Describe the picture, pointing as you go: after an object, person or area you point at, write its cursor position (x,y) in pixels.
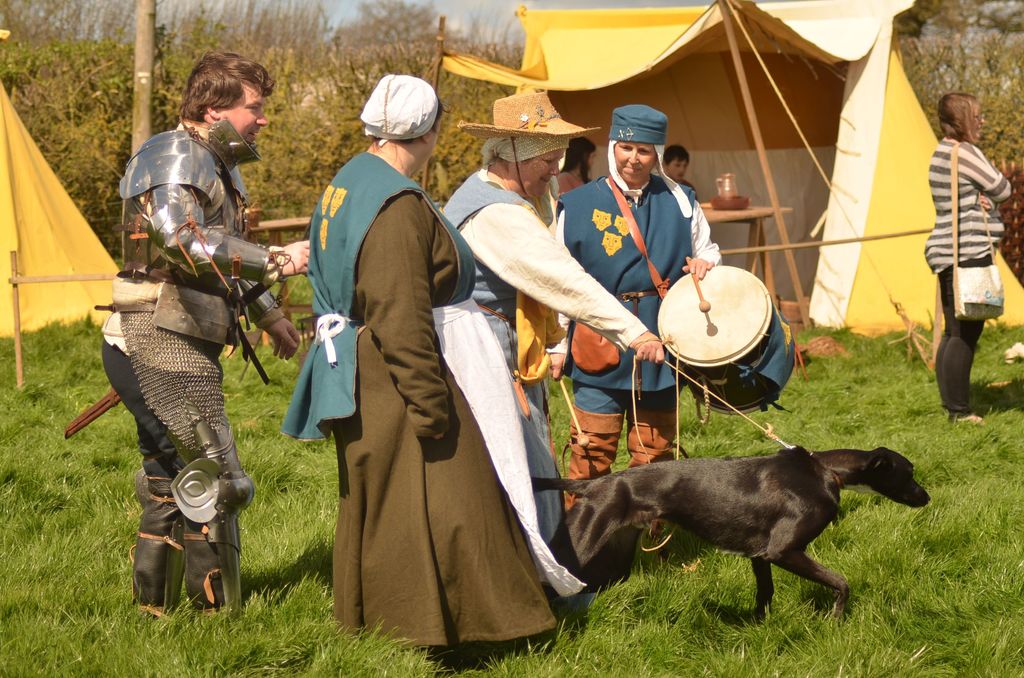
In this picture there are some people (450,318) standing and a one guy (646,297) is playing drums (680,288). There is a dog (666,517). In the background (943,299) there are some people (943,258) standing. We can observe some tents (750,98). There are some trees (335,58) and a pole (139,6) here.
